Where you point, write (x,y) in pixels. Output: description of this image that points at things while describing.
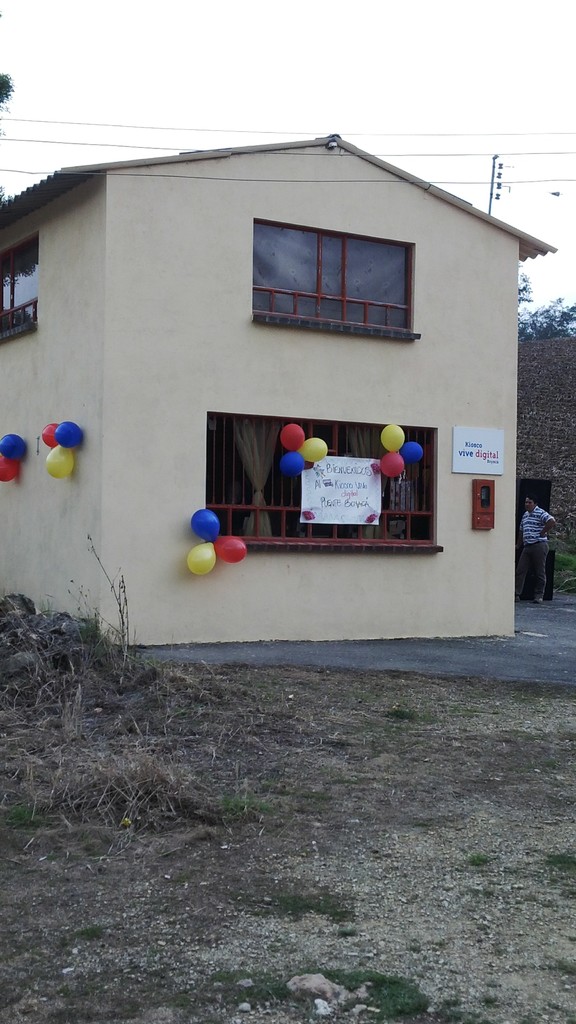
In this picture we can see a house (513,431), balloons (284,444), poster (361,482), curtains (386,451), windows (341,534), and a board (485,471). There is a person (519,534). In the background (522,164) there is sky (479,208).
